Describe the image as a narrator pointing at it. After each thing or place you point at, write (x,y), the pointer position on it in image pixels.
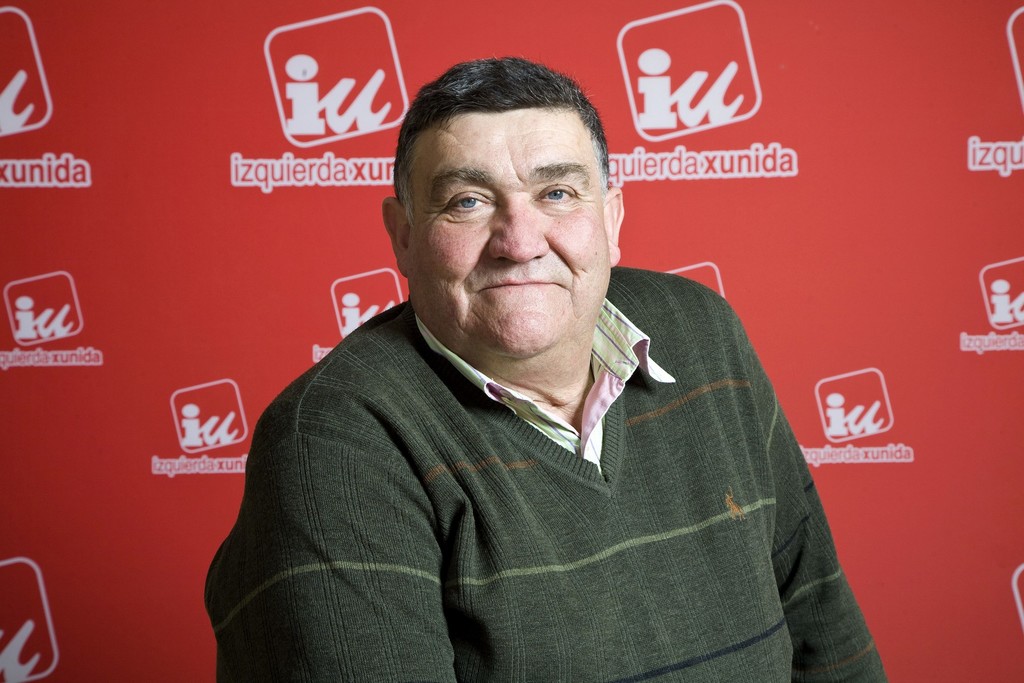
In this image there is a man (590,562) sitting on a chair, in the background (974,426) there is a banner (259,54), on that banner (259,54) there is some text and a logo (16,666).
